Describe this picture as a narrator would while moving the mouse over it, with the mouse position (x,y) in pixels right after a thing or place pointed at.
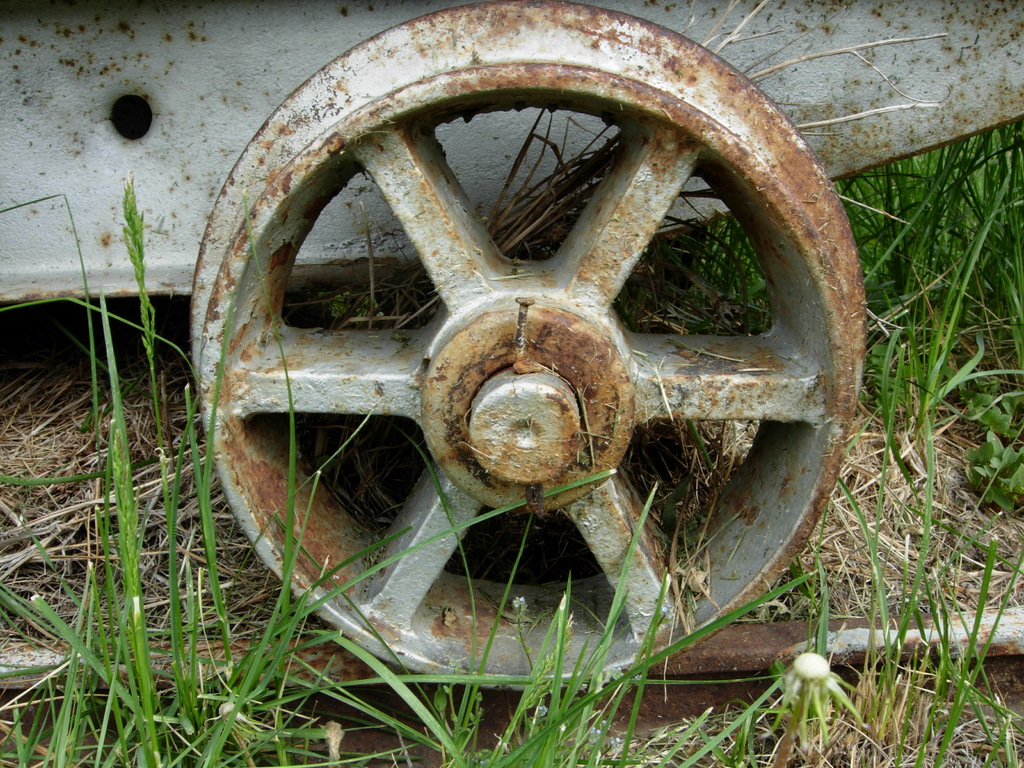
In this image there is an iron wheel (493,417) on the track (785,631), which is on the grass (425,713).
